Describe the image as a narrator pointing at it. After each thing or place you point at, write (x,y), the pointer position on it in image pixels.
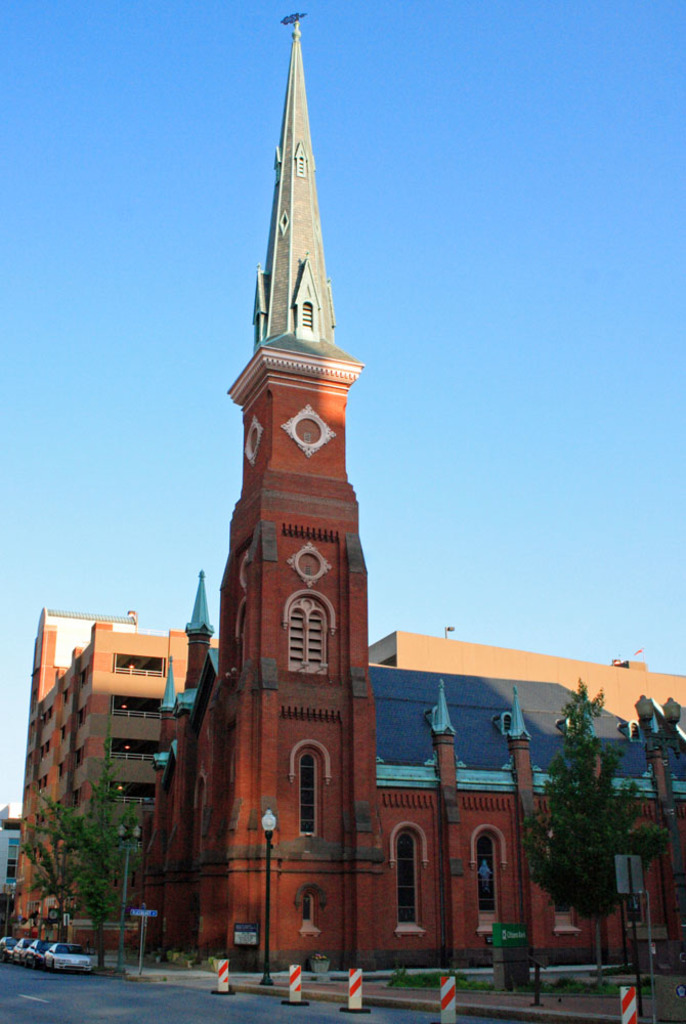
There are cars (59,958) on the road (110,1020). Here we can see poles (651,966), boards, trees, tower (297,653), and buildings (181,656). In the background (526,556) there is sky (243,80).
